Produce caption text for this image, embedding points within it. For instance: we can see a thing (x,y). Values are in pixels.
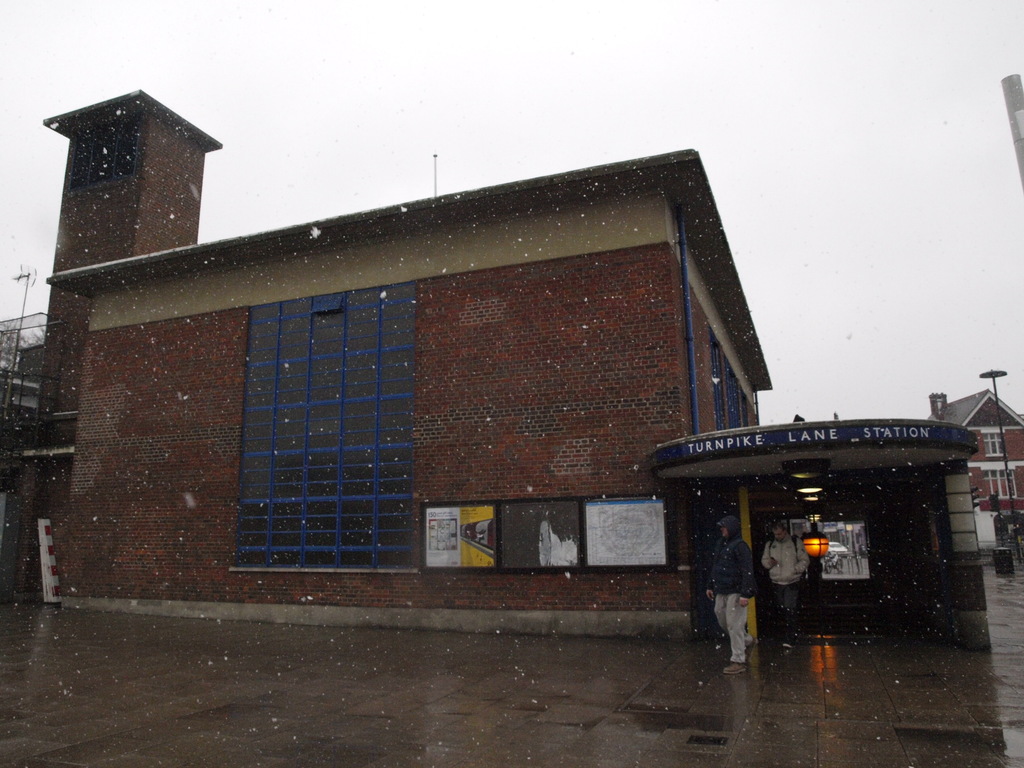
This picture might be taken from outside of the building (396,515). In this image, on the right side (1000,486), we can see two men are walking on the road (819,686), we can also see buildings (912,551), pole (1007,468) on the right side (1016,487). In the middle of the image (578,378), we can see a building (575,373) and a photo frame (561,529) attached to a wall (559,449). On the left side (2,576), we can also see a building (77,508). At the top (535,93), we can see a sky (1023,380).
